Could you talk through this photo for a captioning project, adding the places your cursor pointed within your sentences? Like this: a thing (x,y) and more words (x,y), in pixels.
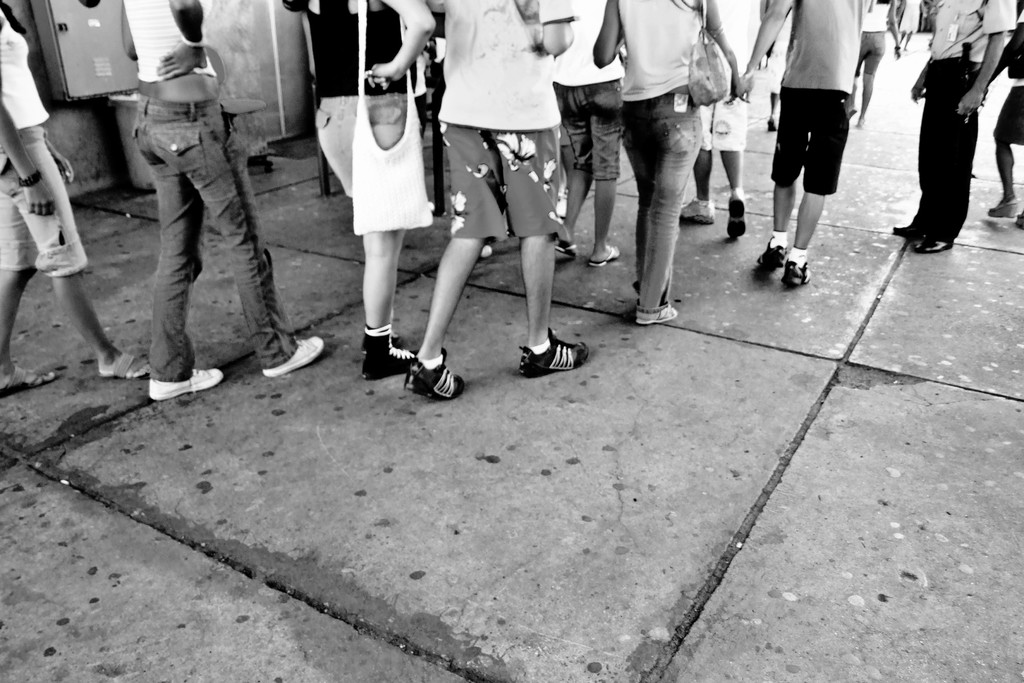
This is a black and white image. In this image we can see persons (516,213) walking and some are standing on the floor (556,330).
